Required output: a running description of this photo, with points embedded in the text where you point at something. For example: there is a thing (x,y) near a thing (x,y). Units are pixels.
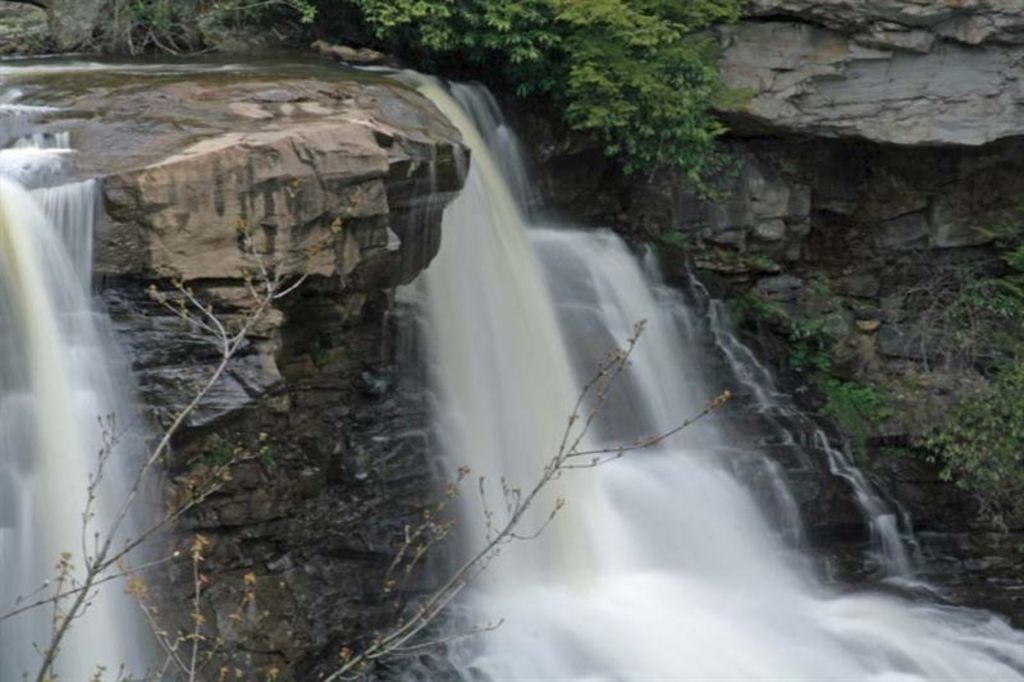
In this image there is a waterfall (544,368) and trees (353,23).
